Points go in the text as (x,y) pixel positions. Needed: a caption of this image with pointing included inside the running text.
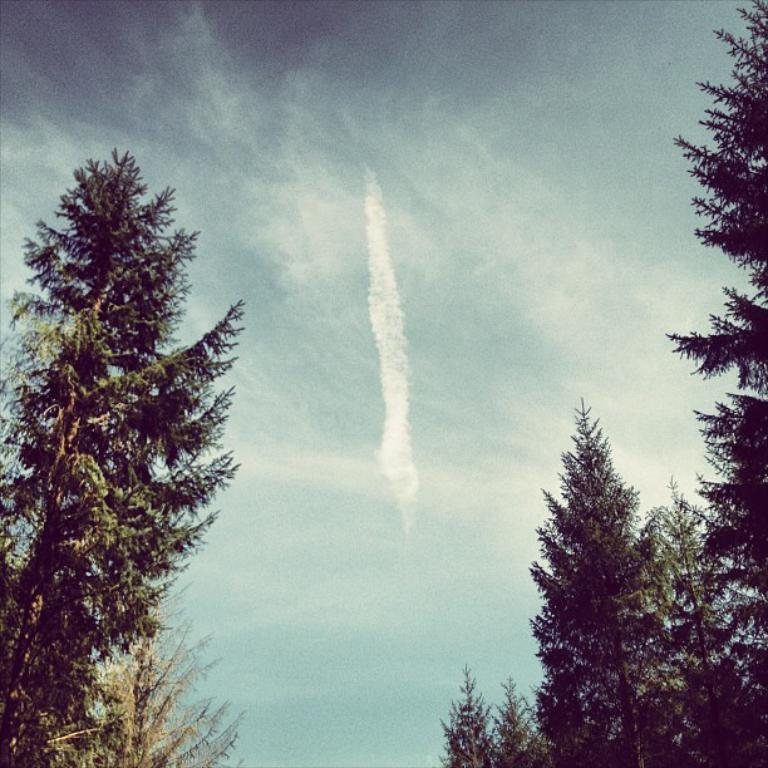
In this image there are trees (665,567) and the sky (249,431) is cloudy.
